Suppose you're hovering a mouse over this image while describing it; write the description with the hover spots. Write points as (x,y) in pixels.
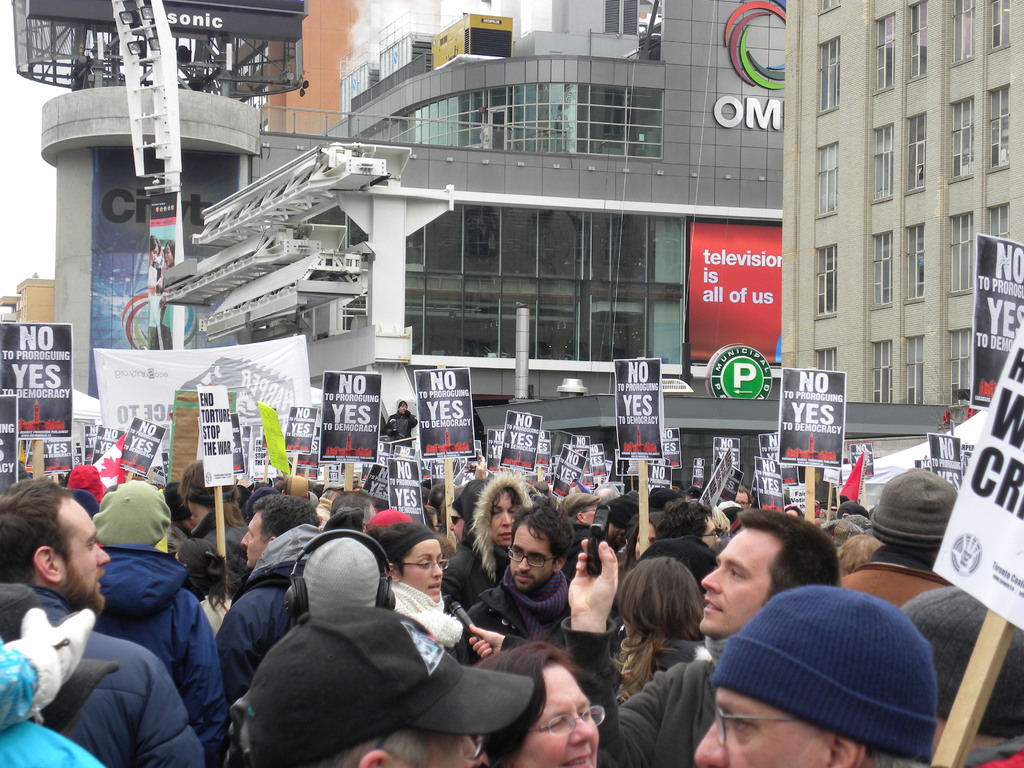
In the center of the image (515,467) there are many people (180,477) holding placards (426,382). In the background of the image (851,335) there are buildings (121,318).
